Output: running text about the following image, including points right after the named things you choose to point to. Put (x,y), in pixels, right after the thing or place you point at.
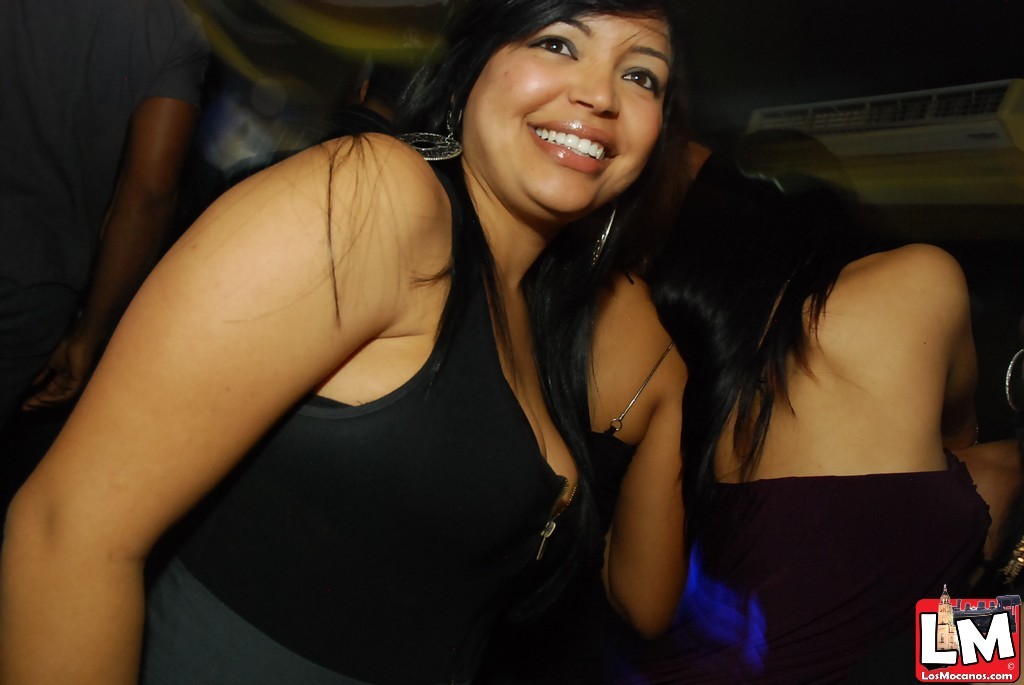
As we can see in the image there are two women (447,351) wearing black color dresses (480,405) and the background (828,10) is dark.
